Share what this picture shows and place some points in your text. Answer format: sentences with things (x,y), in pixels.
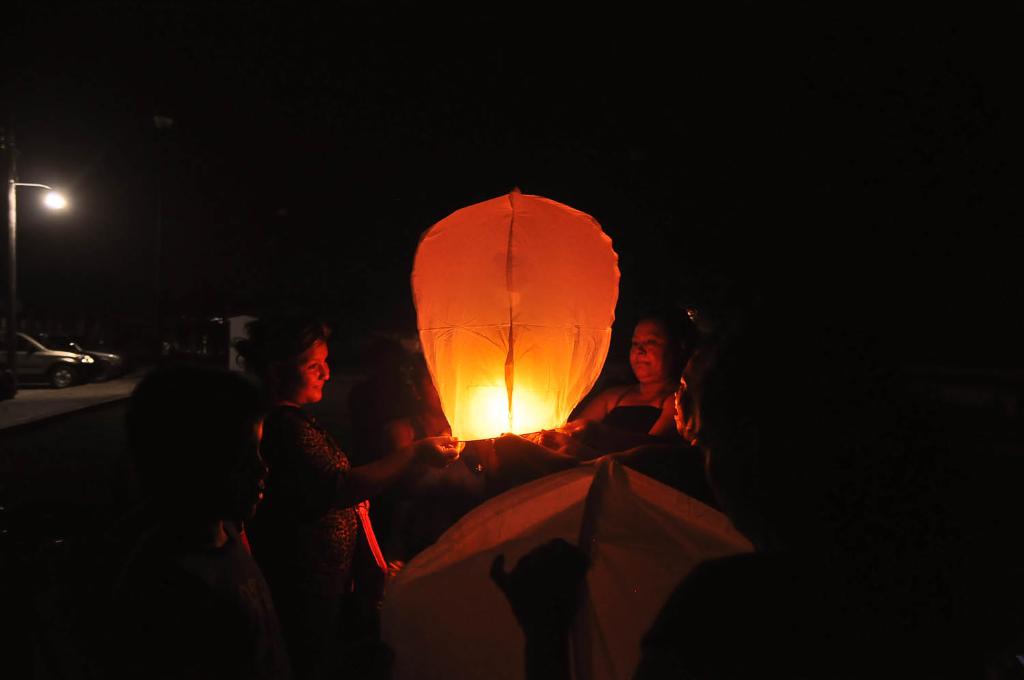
In this picture we can see people (205,502), here we can see sky lanterns (708,515), on the left side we can see vehicles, electric pole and in the background (111,444) we can see it is dark.
